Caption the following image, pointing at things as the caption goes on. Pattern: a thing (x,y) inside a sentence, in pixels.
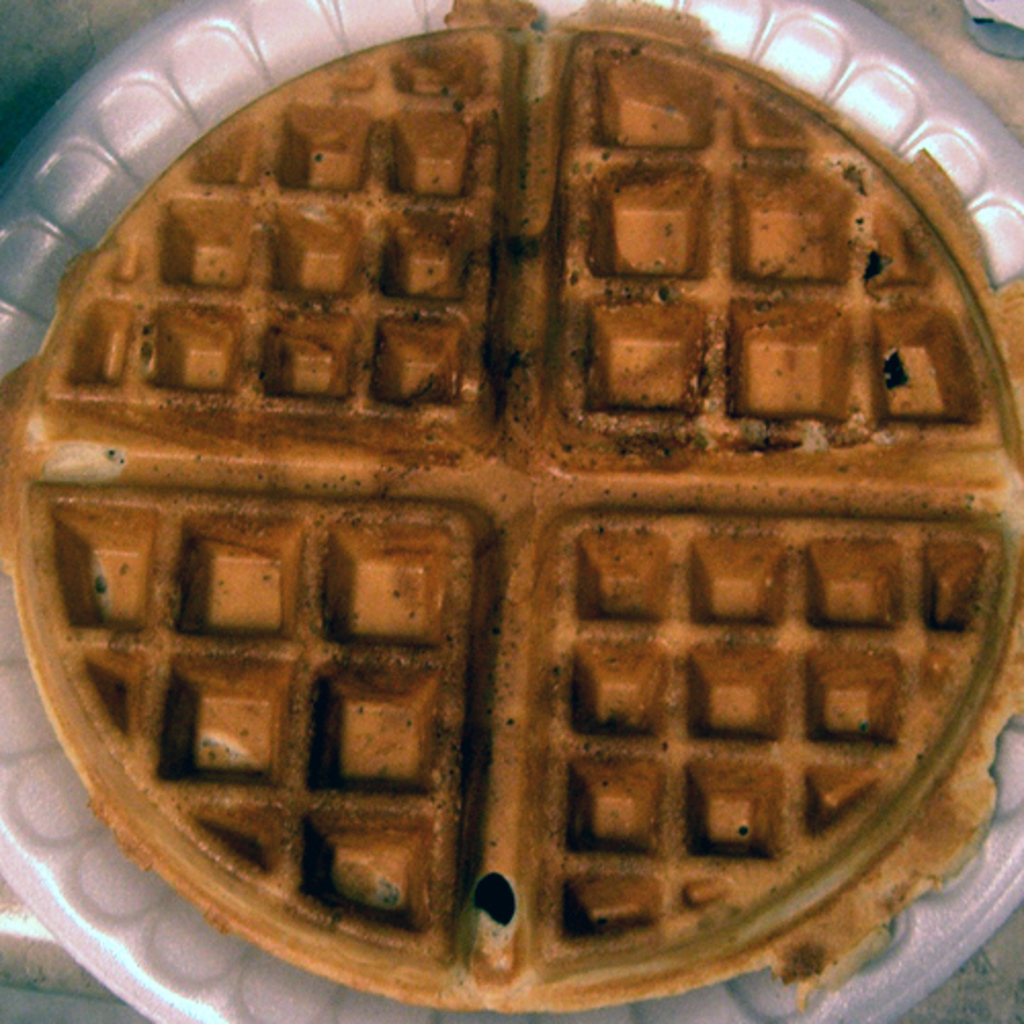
In this image there is a plate (865,126). On the plate (165,94) there is a waffle (543,512).
